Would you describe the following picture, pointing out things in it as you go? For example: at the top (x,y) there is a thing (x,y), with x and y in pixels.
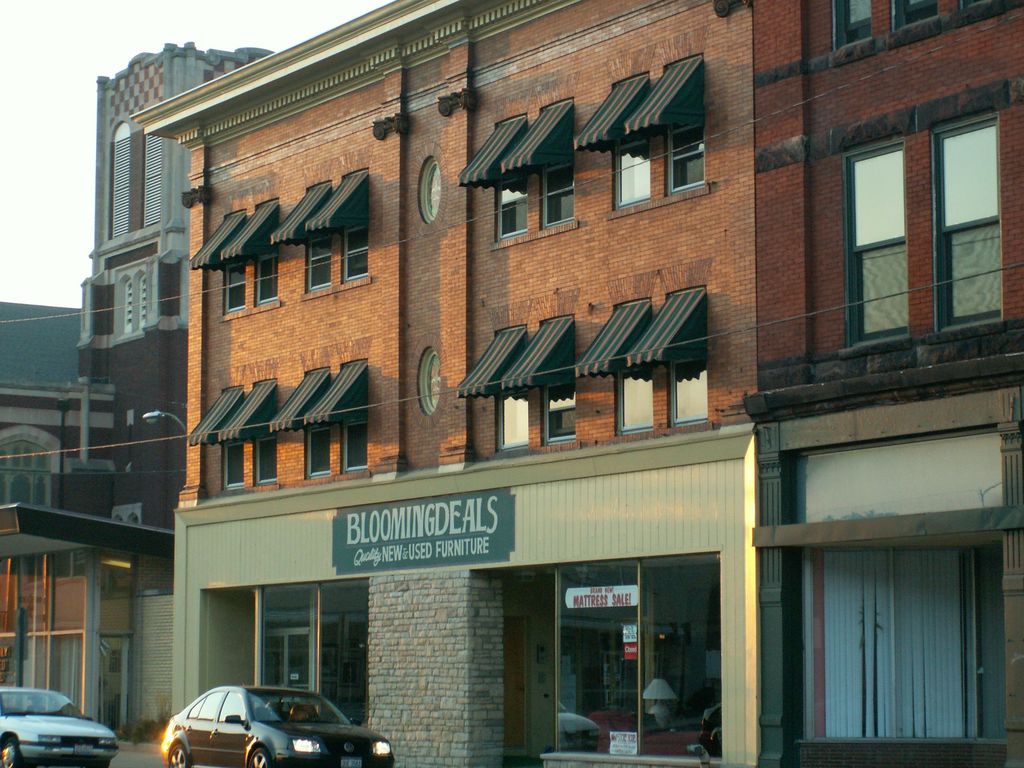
In this image, I can see a name board (415,556), street light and there are buildings (963,349) with windows (354,688) and glass doors (361,652). In the bottom left side of the image (276,757), there are cars (86,726). In the background (89,165), I can see the sky (92,57).
